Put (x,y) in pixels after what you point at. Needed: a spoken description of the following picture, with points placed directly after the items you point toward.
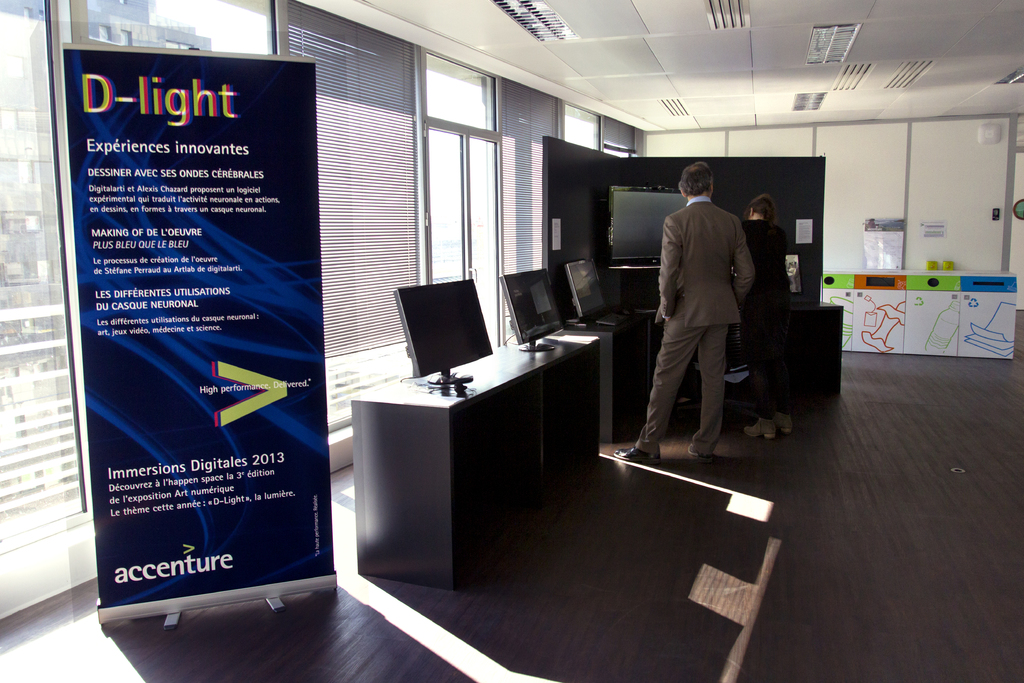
This image is taken inside a room (928,164). In the left side of the image (78,45) there is a poster (91,306) with a text (151,235) on it. At the bottom of the image (577,581) there is a floor (586,629). In the middle of the image (409,433) there is a desk (539,366) and there were few monitors (506,296) on it. At the top of the image (715,69) there is a ceiling (906,42) with lights (843,33). At the background (6,266) there were few window (424,143) and window blinds (407,173) and a man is standing in the middle of the image (666,352).
